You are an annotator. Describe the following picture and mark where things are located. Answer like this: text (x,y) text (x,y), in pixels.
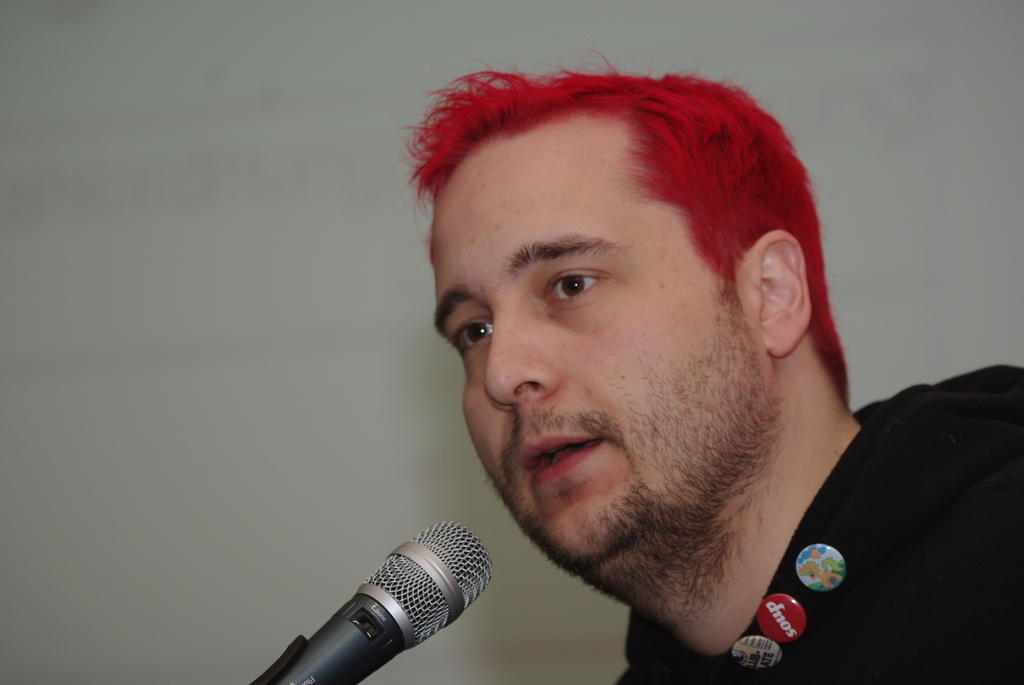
In this image I can see the person (540,440) with black color dress (941,537). I can see three badges (778,649) to the dress (864,541). There is a mic (438,549) in-front of the person (657,453). And I can see the white background (258,474).
